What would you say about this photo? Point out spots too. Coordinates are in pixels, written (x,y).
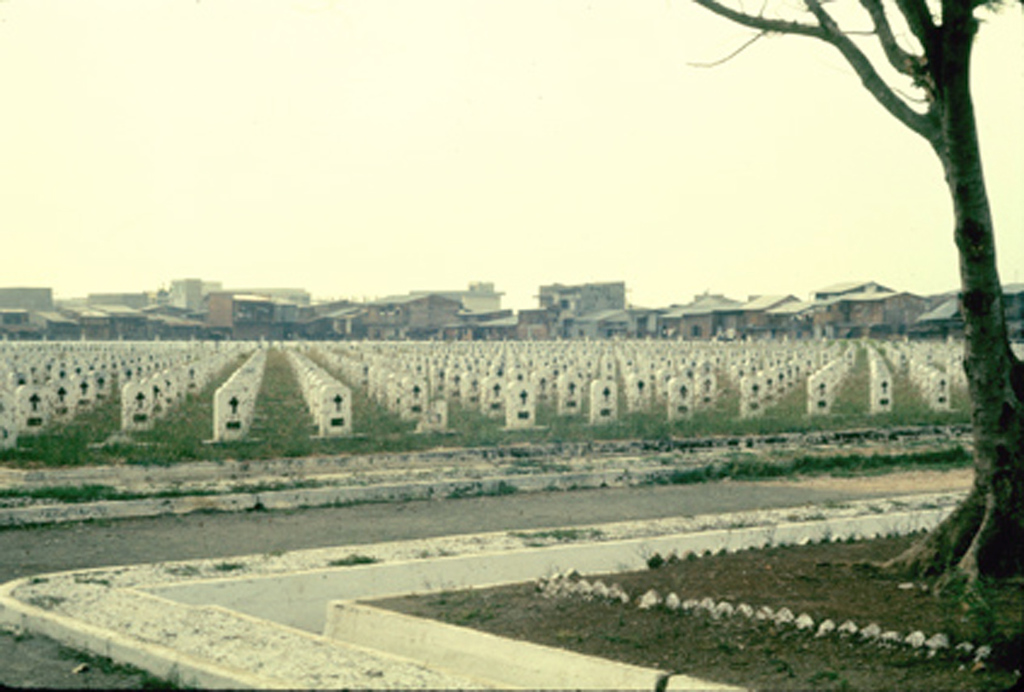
In this image there is a like a graveyard (483,424), behind the graveyard (182,376) there are buildings (65,313). On the right side of the image (990,368) there is a tree (972,522), in front of the tree (956,527) there is a small fencing wall (487,583). In the background (441,134) there is the sky (500,117).
